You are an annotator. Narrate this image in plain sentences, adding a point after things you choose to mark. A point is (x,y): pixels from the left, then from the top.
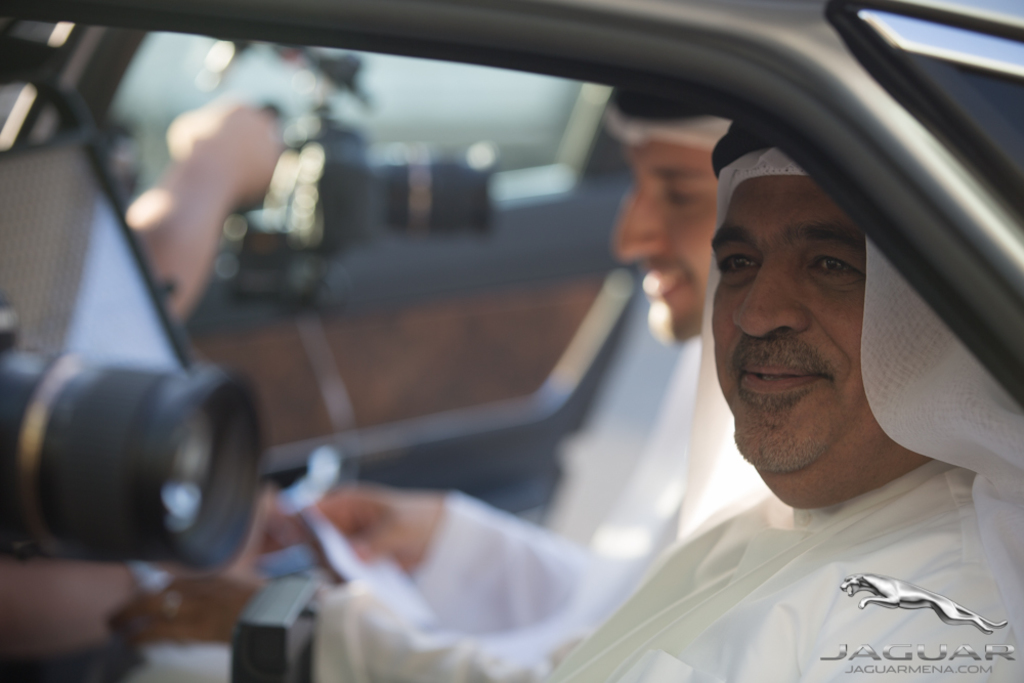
In this picture we can see two persons (637,124) and here is a camera (152,468) and in the background (312,165) we can see another camera (343,231) and it is blurry.
